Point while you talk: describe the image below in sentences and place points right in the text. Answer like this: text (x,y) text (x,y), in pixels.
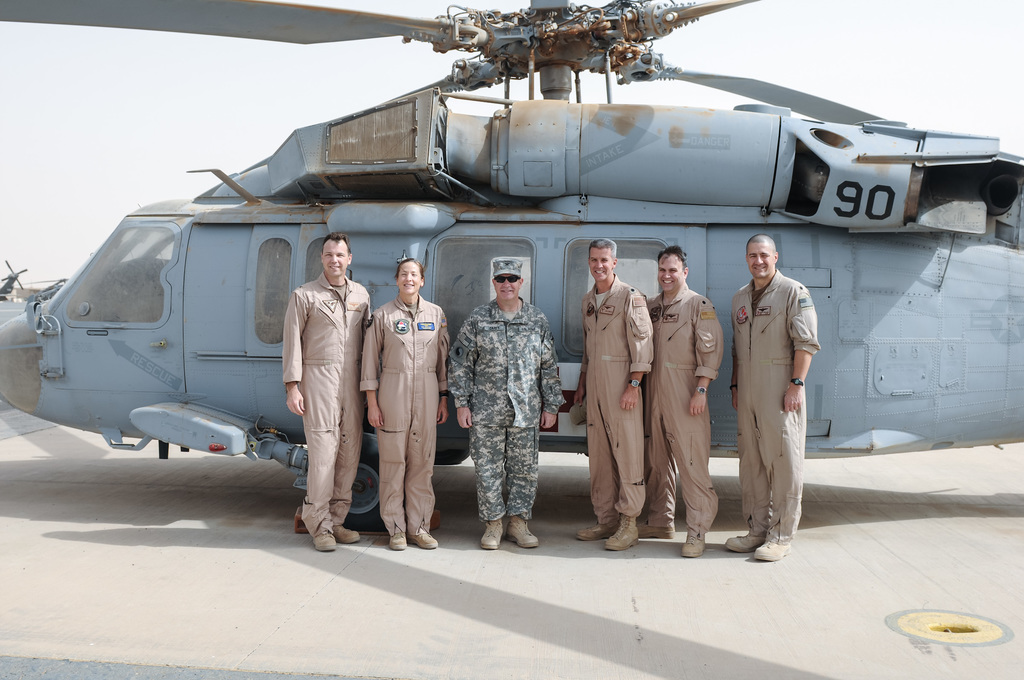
In this image there are group of six persons (579,385) standing on the floor (522,552). Behind them there is a helicopter (404,212).
